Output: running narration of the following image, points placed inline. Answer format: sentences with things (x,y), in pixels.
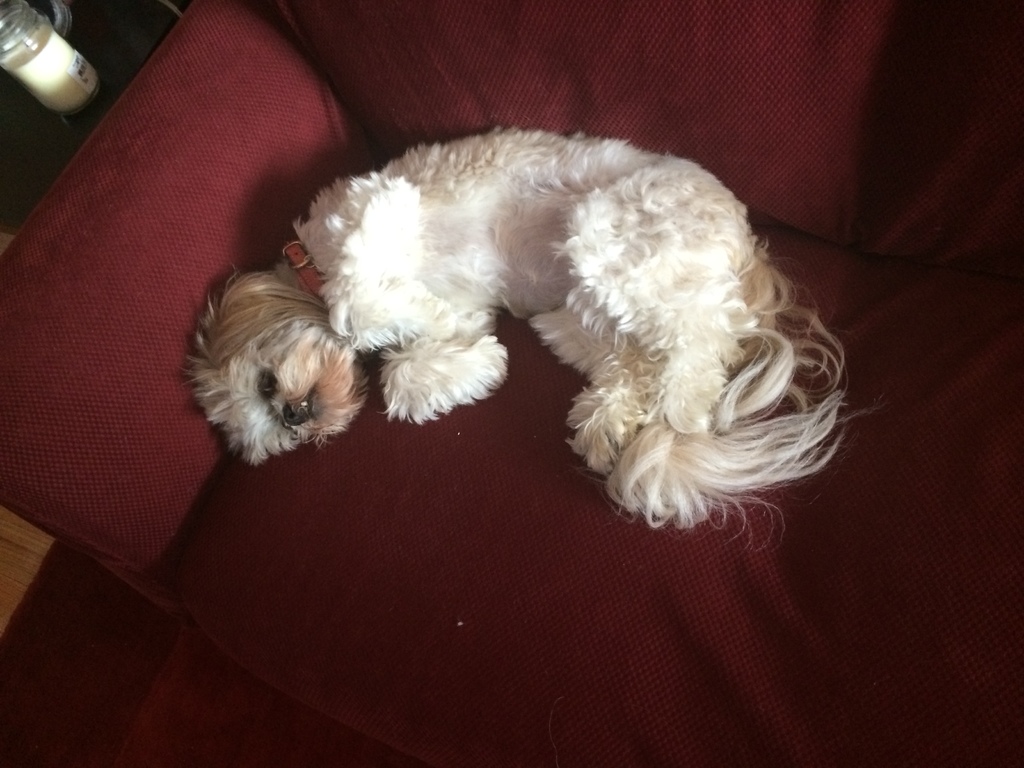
In this image there is a dog (741,354) lying on the sofa (946,143). Beside there is a table (108,76) having a jar (32,85) on it.
